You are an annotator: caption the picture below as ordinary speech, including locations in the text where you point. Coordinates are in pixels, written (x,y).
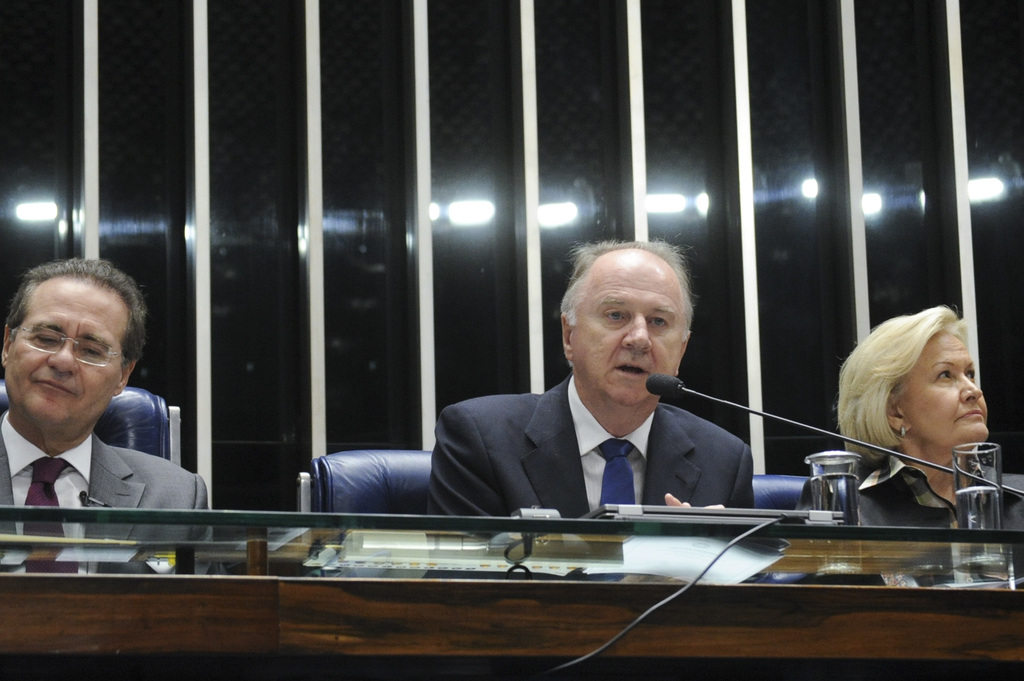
At the bottom of the image (371,573) there is a table (957,554). On the table (155,541) there are glasses (830,477) with water (845,489) and also there is a mic (649,384). At the right corner of the image (1009,477) behind the table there is a lady (921,455) sitting on the chair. Beside her to the left side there is a man (501,427) with black jacket (549,472), white shirt (582,431) and blue tie (617,479) is sitting and in front of him there is a mic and he is talking. At the left corner of the image (173,493) there is a man (135,477) with grey jacket (117,479), white shirt (68,475) and purple tie (56,477) is sitting and he kept spectacles (98,355). Behind them there is a black wall (18,91) with white poles (641,196).
